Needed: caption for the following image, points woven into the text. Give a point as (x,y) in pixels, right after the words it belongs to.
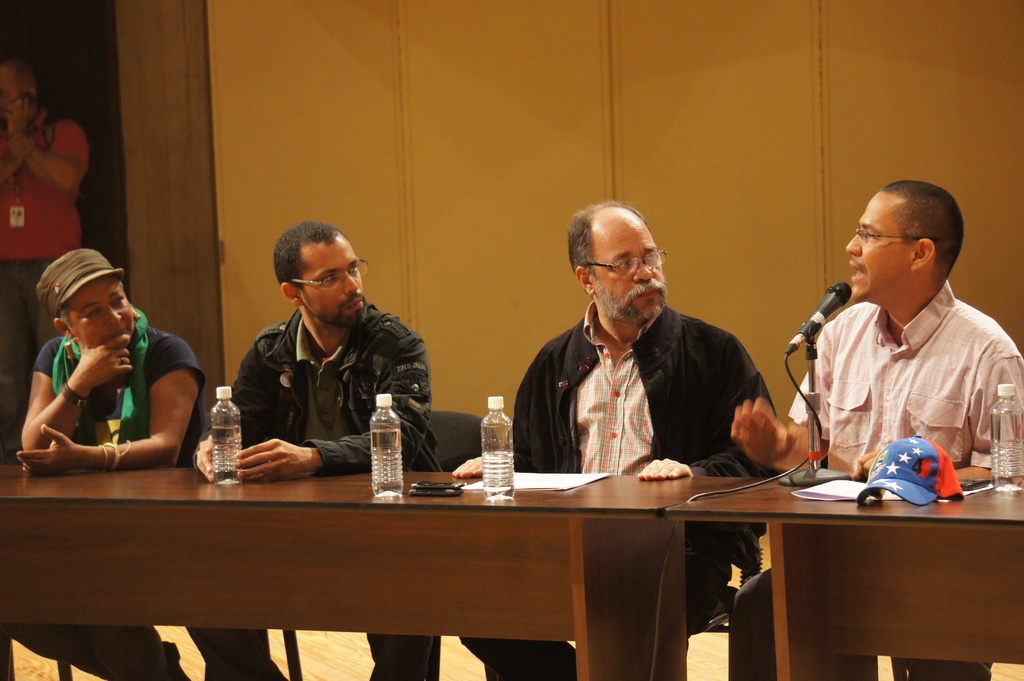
Here we can see four persons (662,442) are sitting on the chairs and he is talking on the mike (815,340). This is table (505,524). On the table (653,535) there are bottles (995,453), cap (859,497), papers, and a mobile (445,484). This is floor (343,668). In the background (489,254) we can see a wall (316,155) and a person (6,185).
